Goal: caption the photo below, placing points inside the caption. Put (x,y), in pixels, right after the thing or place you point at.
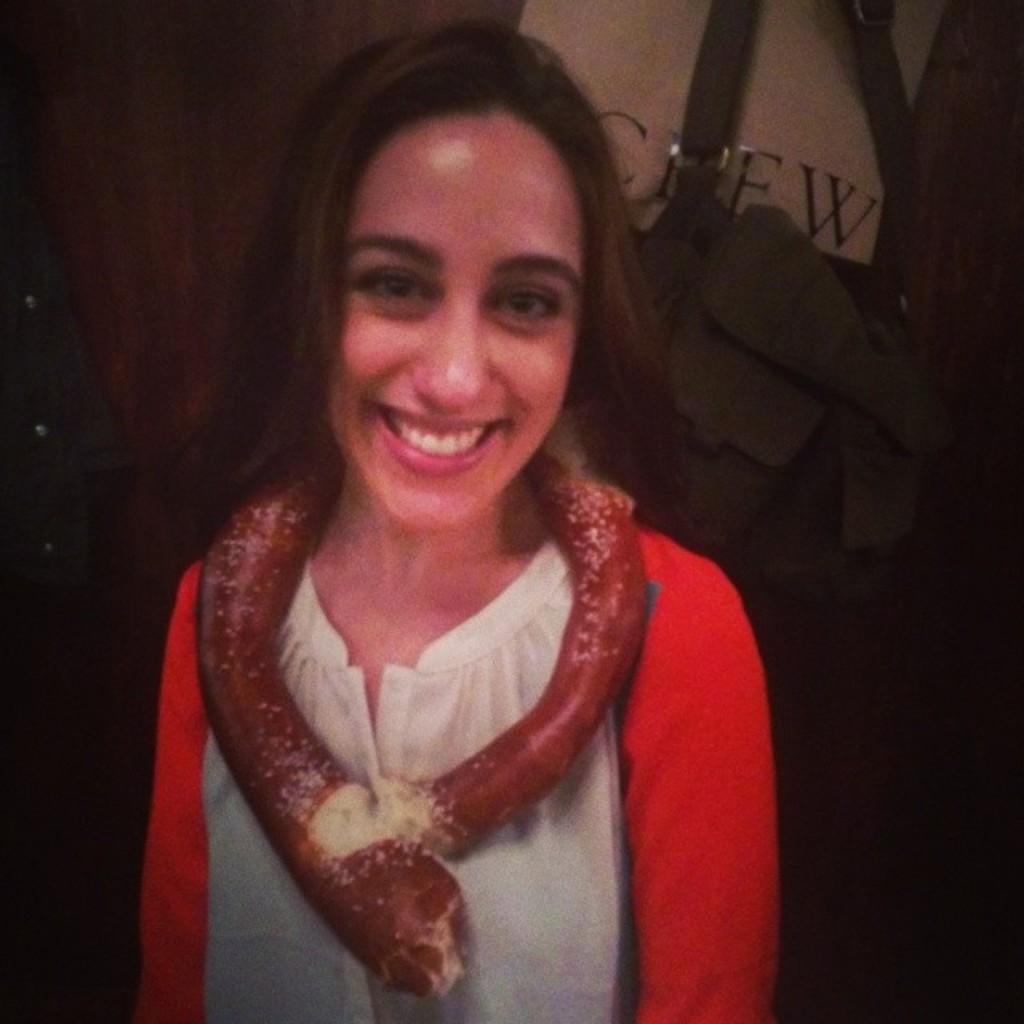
In the center of the image (682,611) we can see a lady (713,777) standing. In the background (789,608) there is a wall (190,249) and we can see clothes (721,253) placed on the hanger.
